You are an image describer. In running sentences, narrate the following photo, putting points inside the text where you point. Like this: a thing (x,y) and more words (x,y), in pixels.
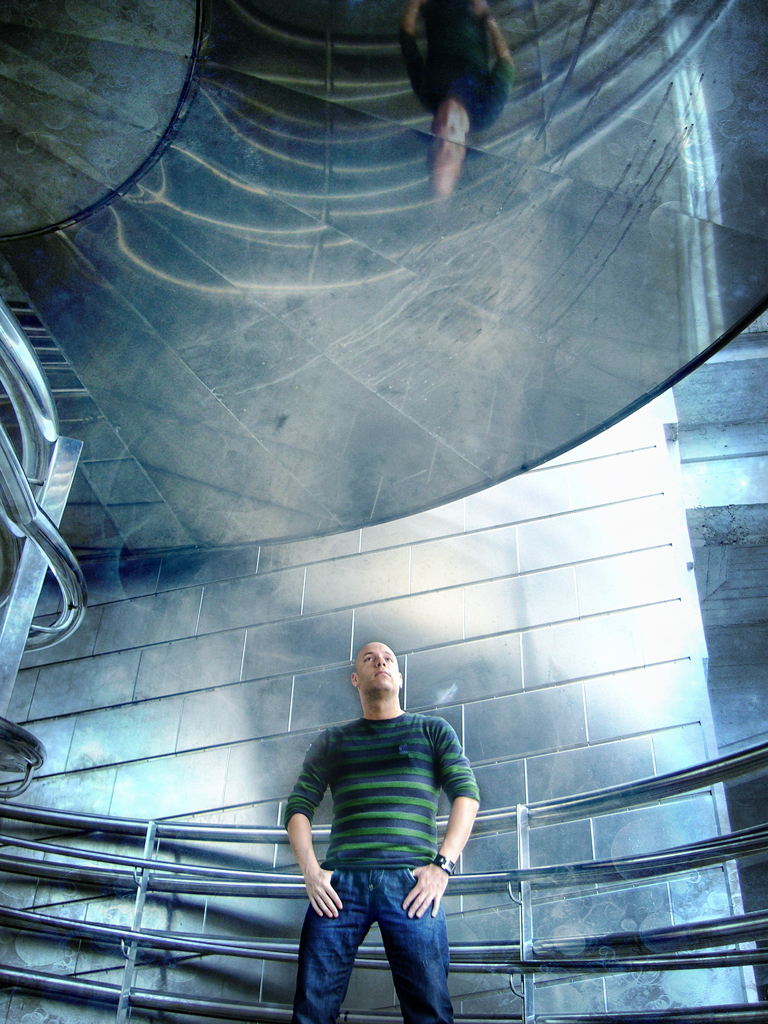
In this image we can able to see a person (381,858) is standing, and he is wearing green color t-shirt (370,820) and blue color pant (347,959), and behind him there is a wall (390,634), and we can able to see grills (724,924).
